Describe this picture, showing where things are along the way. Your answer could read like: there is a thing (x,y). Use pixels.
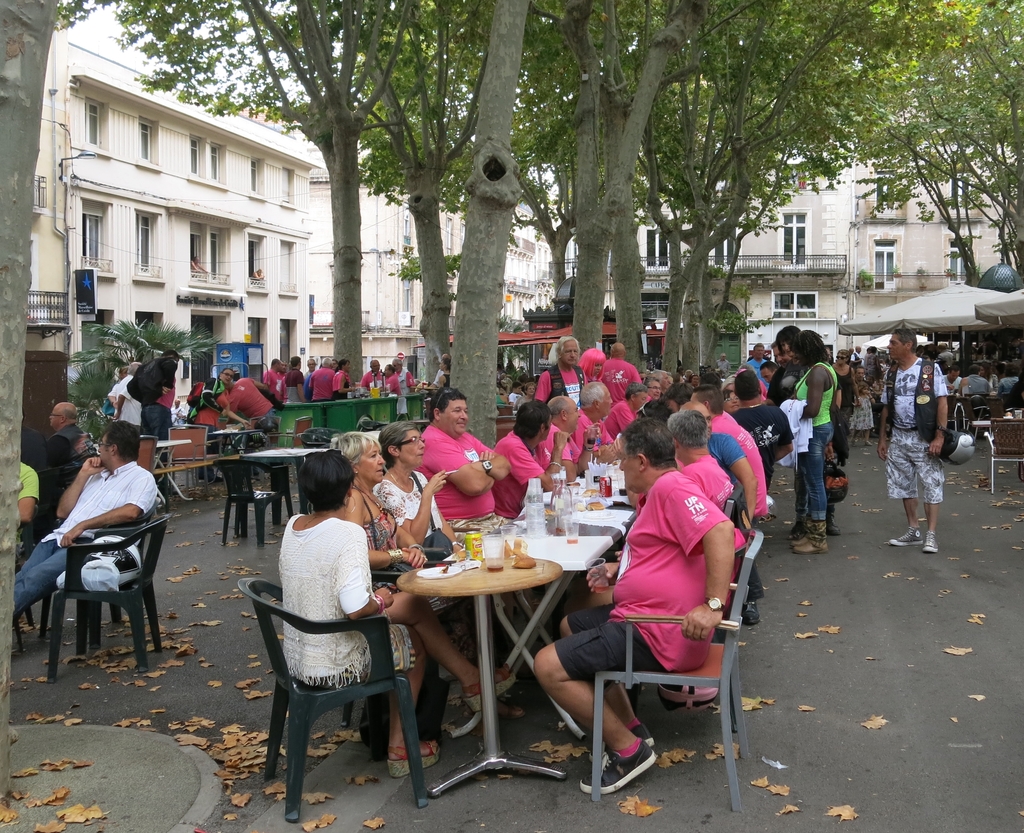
In this image there are group of people (393,430) sitting in chairs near the tables (458,770), and on table (450,583) there are bottles (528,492), glasses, papers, plates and at the background (781,50) there are trees (480,172), buildings (829,246), tents (956,323), benches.
